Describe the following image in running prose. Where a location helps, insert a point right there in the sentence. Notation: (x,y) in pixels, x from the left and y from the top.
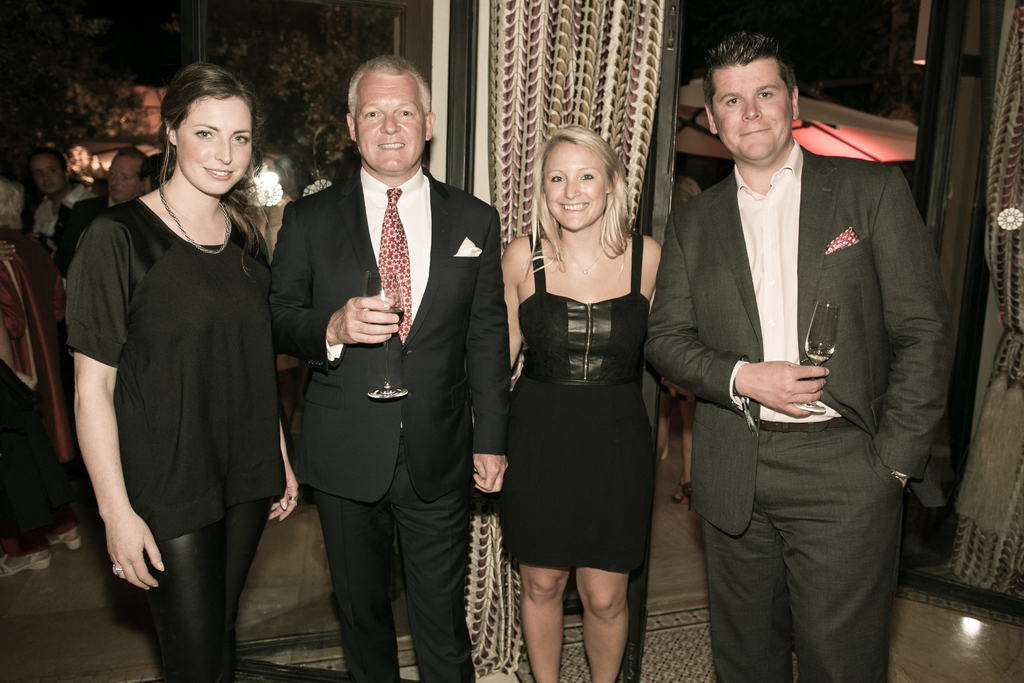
In this picture i can see two men (319,406) and two women (574,400) are standing together. The men (468,393) are holding glasses (394,310). In the background (576,112) i can see people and curtains (581,97).
